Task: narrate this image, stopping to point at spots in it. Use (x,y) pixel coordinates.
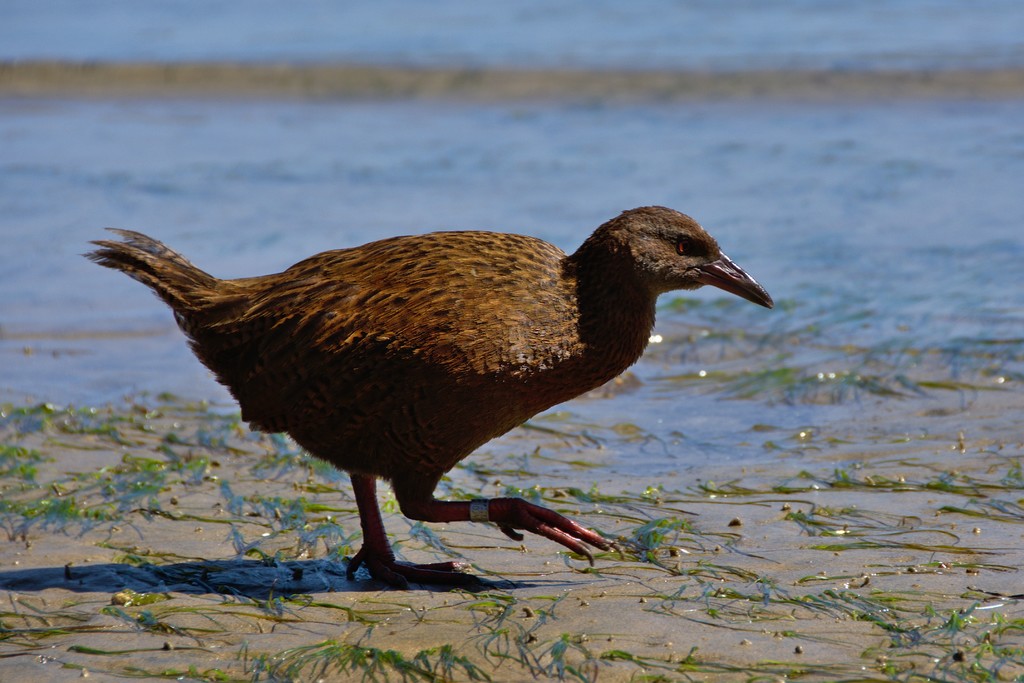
In this image, we can see hen (357,387) is walking on the surface (619,609). Here we can see grass (312,547). Background (693,425) we can see the water (805,356).
